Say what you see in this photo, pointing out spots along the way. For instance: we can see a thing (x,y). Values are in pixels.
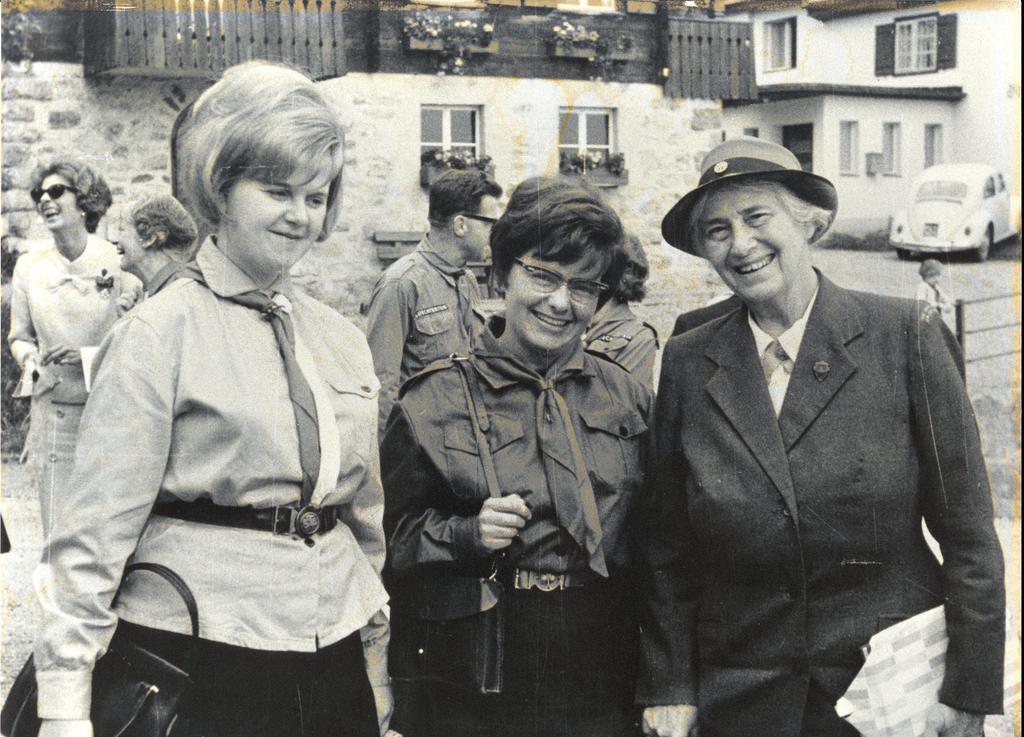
This is black and white picture, in this picture there are people (91,233) standing, among the few persons (234,339) smiling. In the background of the image (520,105) we can see buildings (669,84), plants (601,160), car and railings (960,318).
